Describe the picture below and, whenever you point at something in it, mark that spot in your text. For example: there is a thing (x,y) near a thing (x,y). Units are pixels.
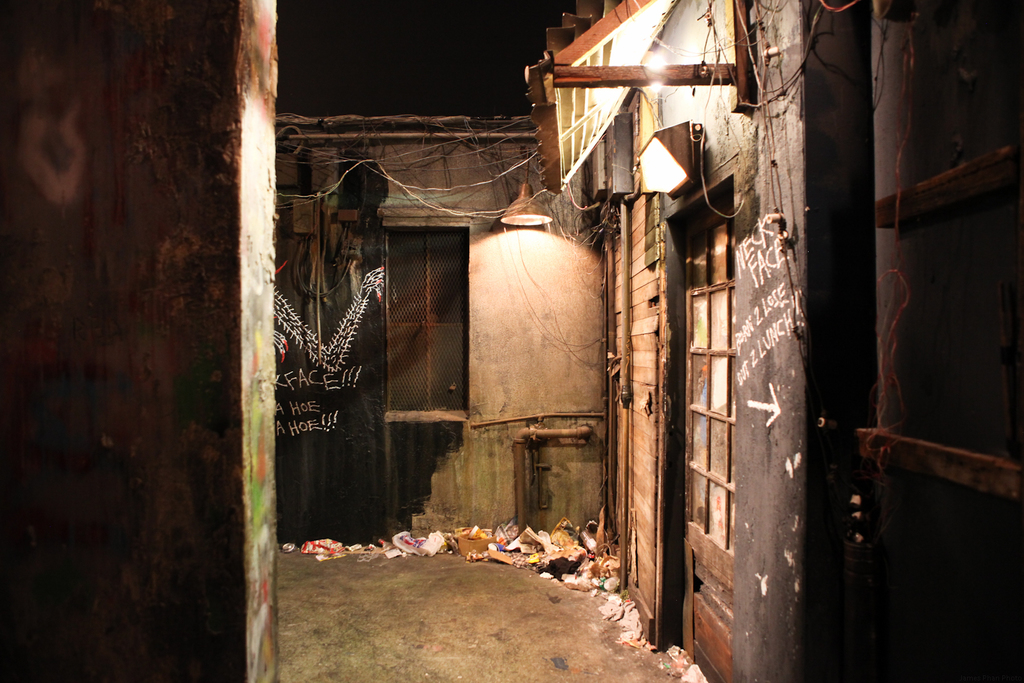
In this image we can see a house (538,408). There are two lamps (659,182) in this image. There is a garbage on the ground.
